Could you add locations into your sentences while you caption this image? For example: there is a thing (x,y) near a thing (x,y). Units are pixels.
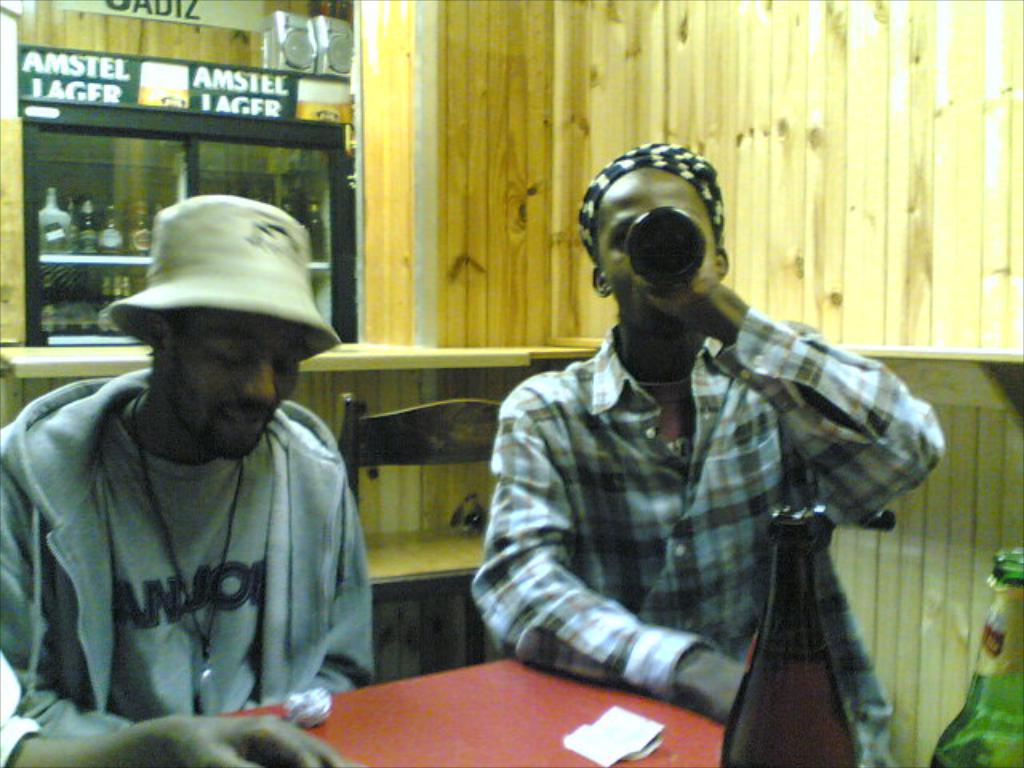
In this image we can see persons (253,485) sitting at the table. In the background (100,160) we can see refrigerator (185,183), beverage bottles (118,242) and wooden wall (532,2).
